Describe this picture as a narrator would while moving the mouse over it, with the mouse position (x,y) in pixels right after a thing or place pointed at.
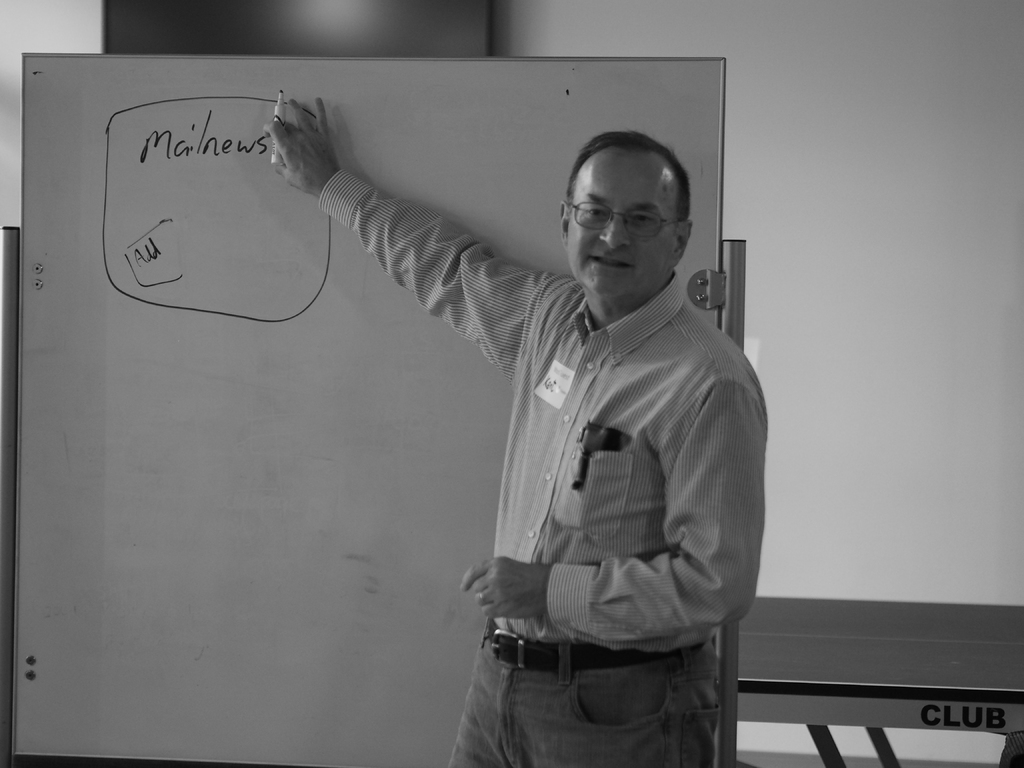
In this image we can see a person (566,552) standing and holding a pen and there is a white board (271,199) with text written on it. In the background (771,501), we can see a table (758,663) and the wall (784,204).
